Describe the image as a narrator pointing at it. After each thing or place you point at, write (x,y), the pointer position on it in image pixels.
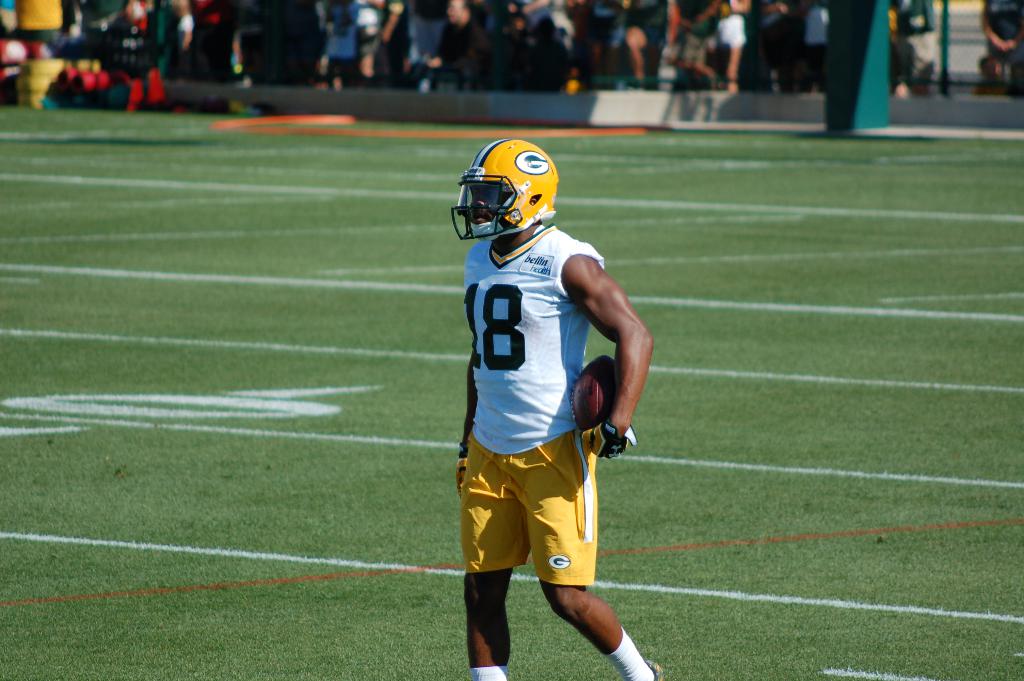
In this picture in the front (508,395) there is a man (510,436) standing and holding a ball (590,422). In the center (360,291) there is grass (284,271) on the ground (354,221). In the background (341,42) there are persons (527,25) and there is an object (869,68) which is green in colour.
